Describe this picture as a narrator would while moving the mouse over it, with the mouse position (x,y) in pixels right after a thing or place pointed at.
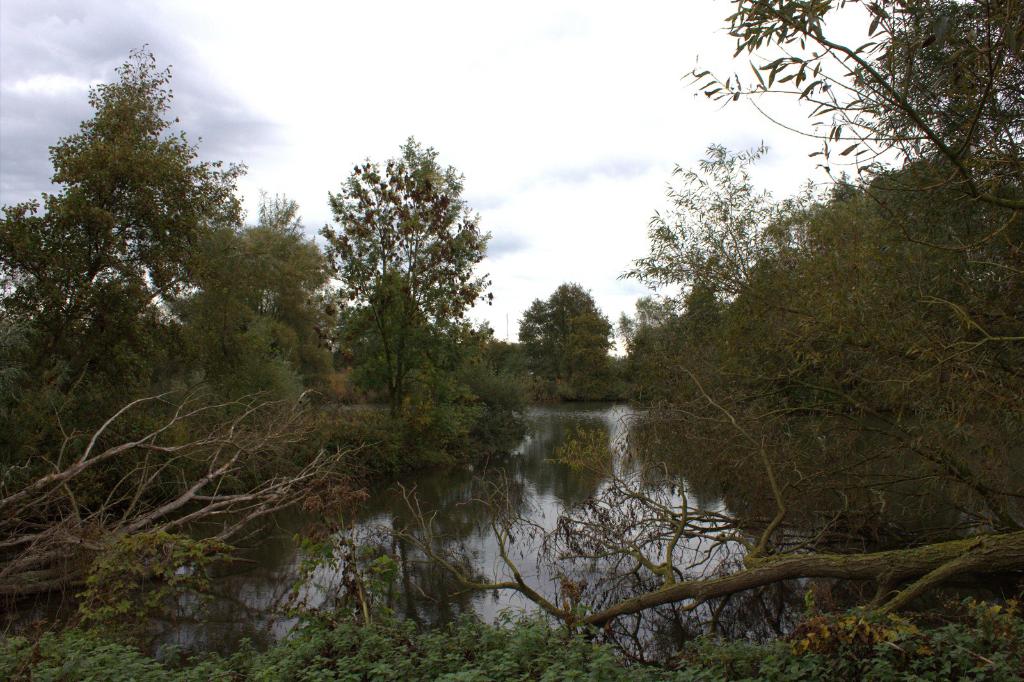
At the bottom (474,610) we can see trees (616,615) and water (538,467). In the background (467,309) we can see trees (467,309) and clouds (16,151) in the sky (268,151).
